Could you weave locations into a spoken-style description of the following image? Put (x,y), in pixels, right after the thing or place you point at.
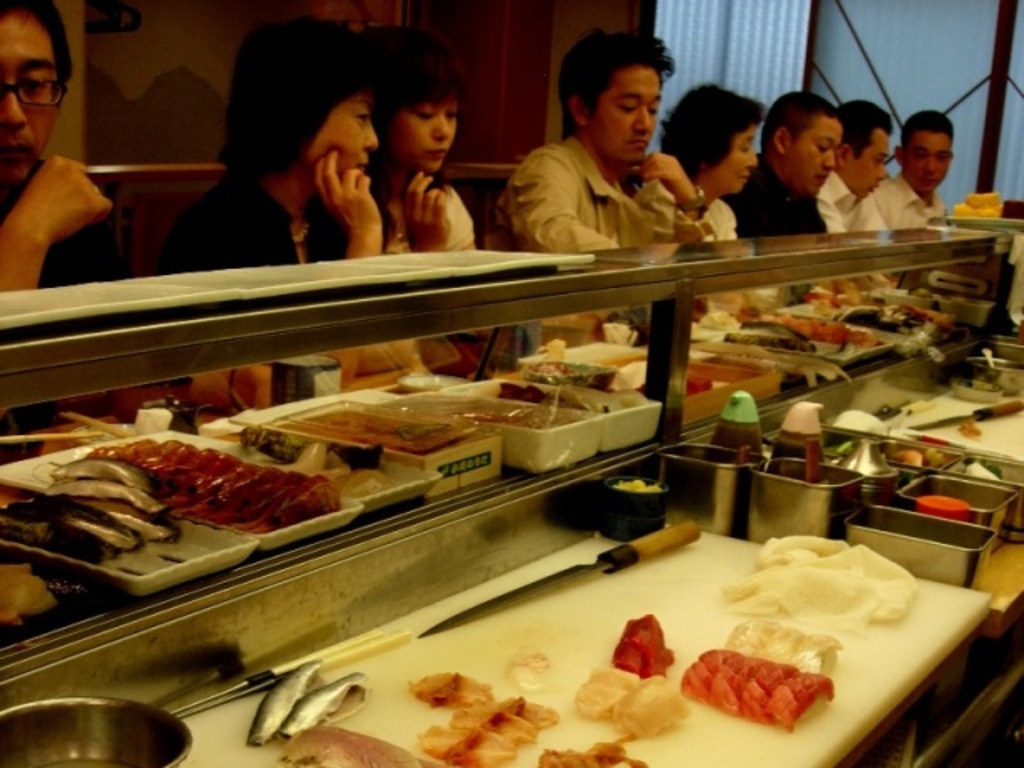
In this image we can see a stall (293,350). And we can see the food items (368,476) in trays (522,447) and containers (495,451). And we can see the fish (806,659), knife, containers (750,526) and some other objects (604,326). And we can see the people (623,114).
